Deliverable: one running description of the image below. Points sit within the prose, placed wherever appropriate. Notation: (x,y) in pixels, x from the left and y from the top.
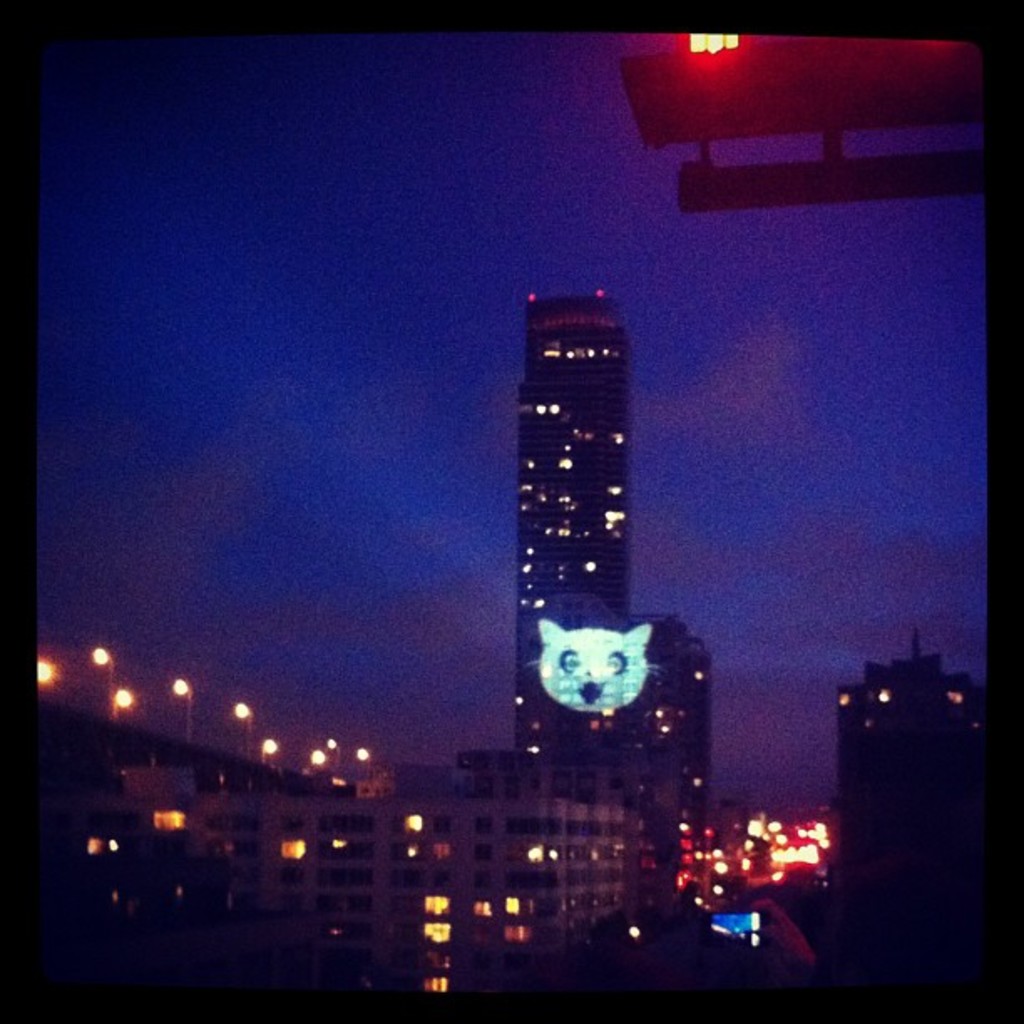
In the image there are many buildings (587,828) with lights (432,911). And also there are poles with street lights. And there is a dark background (754,532).
